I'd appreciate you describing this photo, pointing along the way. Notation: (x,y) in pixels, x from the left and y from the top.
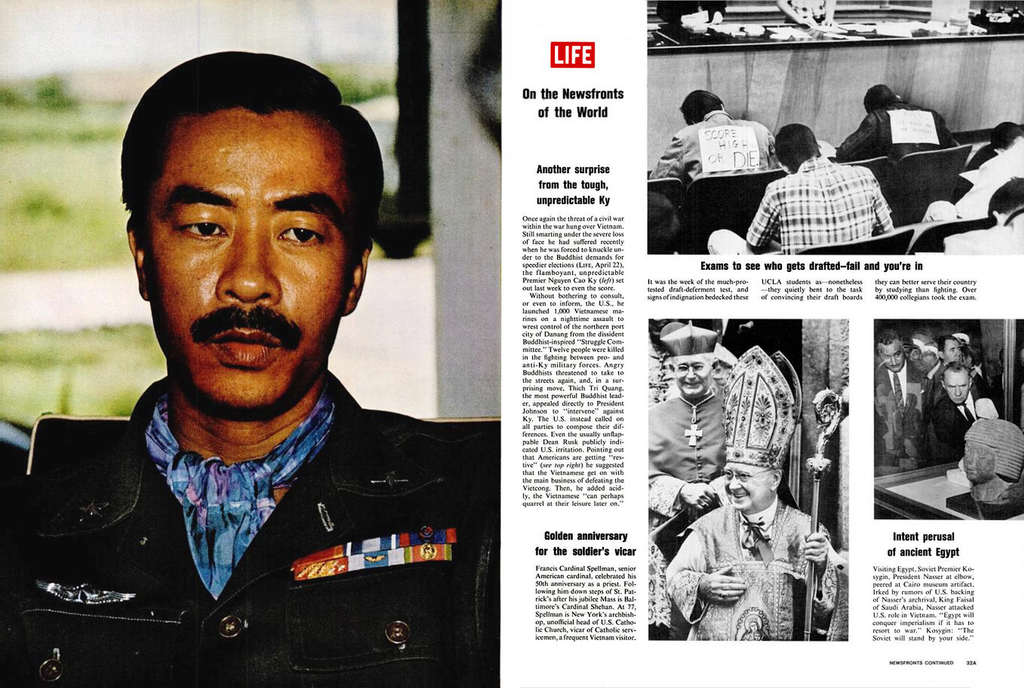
As we can see in the image on the left side (219,406) there is a man (258,409), grass (65,200) and a white color wall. On the right side (786,244) there is a paper (786,311). On paper (786,311) are few people (790,210) and some matter (674,296) written.
